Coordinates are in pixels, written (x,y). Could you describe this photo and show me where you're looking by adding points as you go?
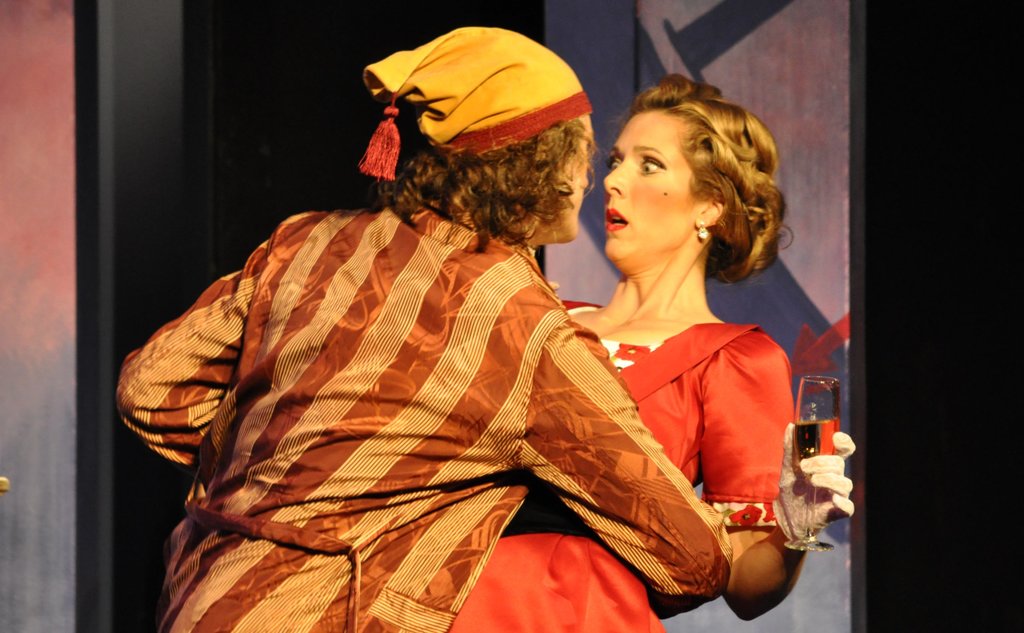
In this image we can see a man (460,373) and a lady (820,518). There is a glass (802,549) in her hand (825,503). In the background (728,302) there is a board (730,62).
